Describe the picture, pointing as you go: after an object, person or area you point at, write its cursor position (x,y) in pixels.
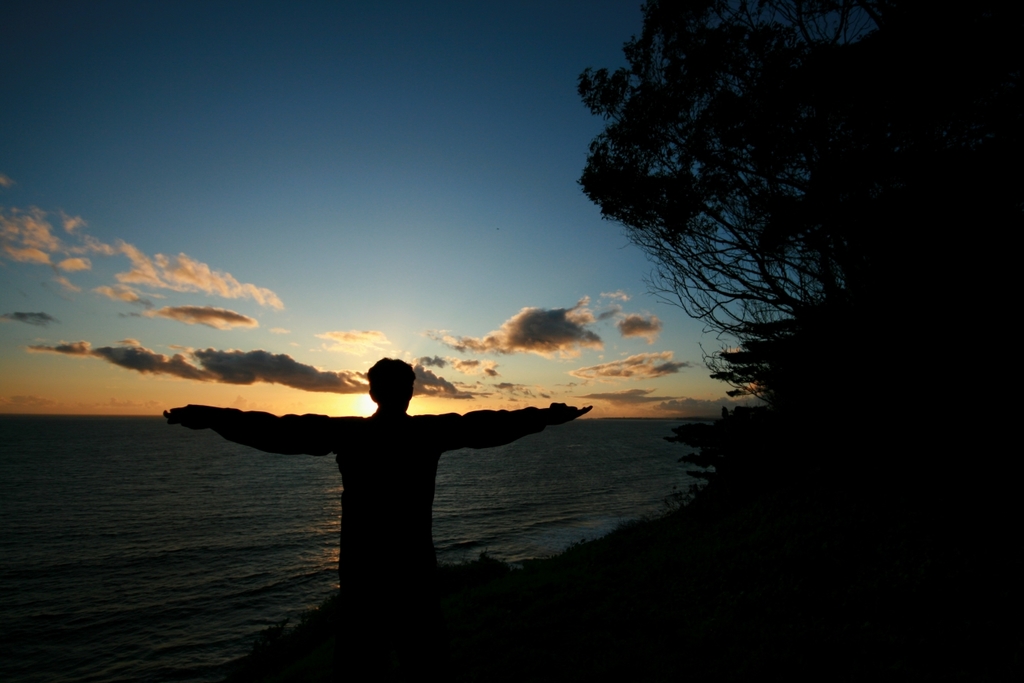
This is the picture of a sea (526,467). In this image there is a person (347,583) standing. On the right side of the image (1011,364) there are trees (1007,381). At the back (507,559) there is water (226,491). At the top (327,187) there is sky (253,166) and there are clouds (246,318).
